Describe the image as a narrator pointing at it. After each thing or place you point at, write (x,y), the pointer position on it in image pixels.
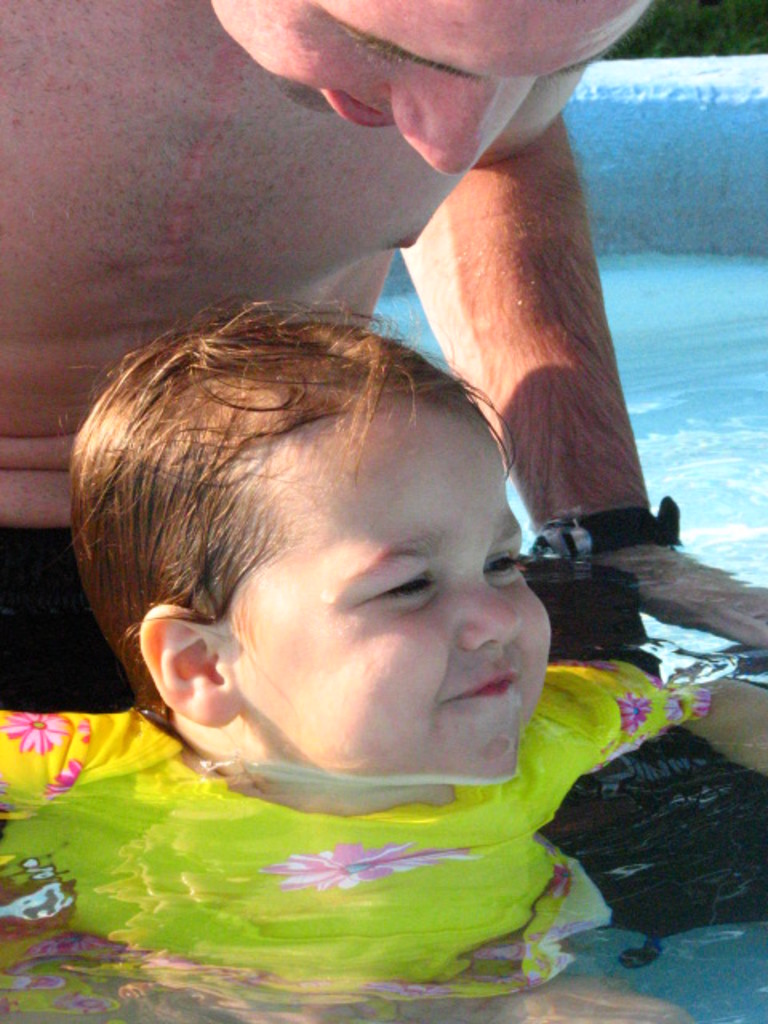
In the image there is a baby (284,695) and a man (166,232) in a pool (648,218).
